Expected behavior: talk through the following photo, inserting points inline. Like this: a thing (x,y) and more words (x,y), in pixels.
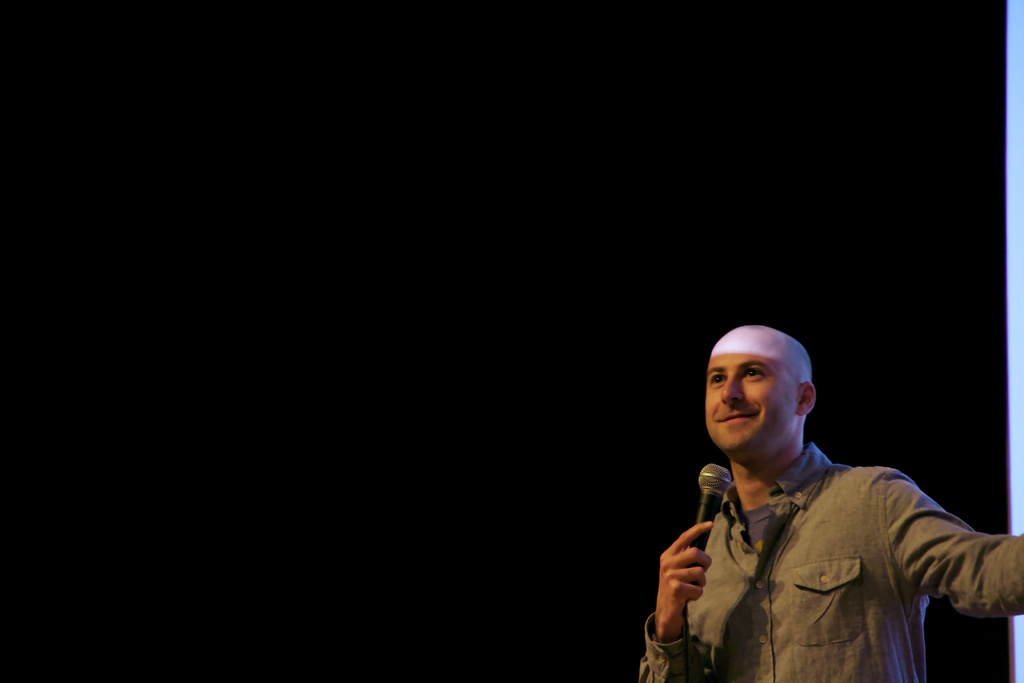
As we can see in the image, there is a man (780,513) wearing brown color shirt (800,594) and holding mike (719,497) in his hand (711,522) and there is a smile (745,419) on his face (745,426).
